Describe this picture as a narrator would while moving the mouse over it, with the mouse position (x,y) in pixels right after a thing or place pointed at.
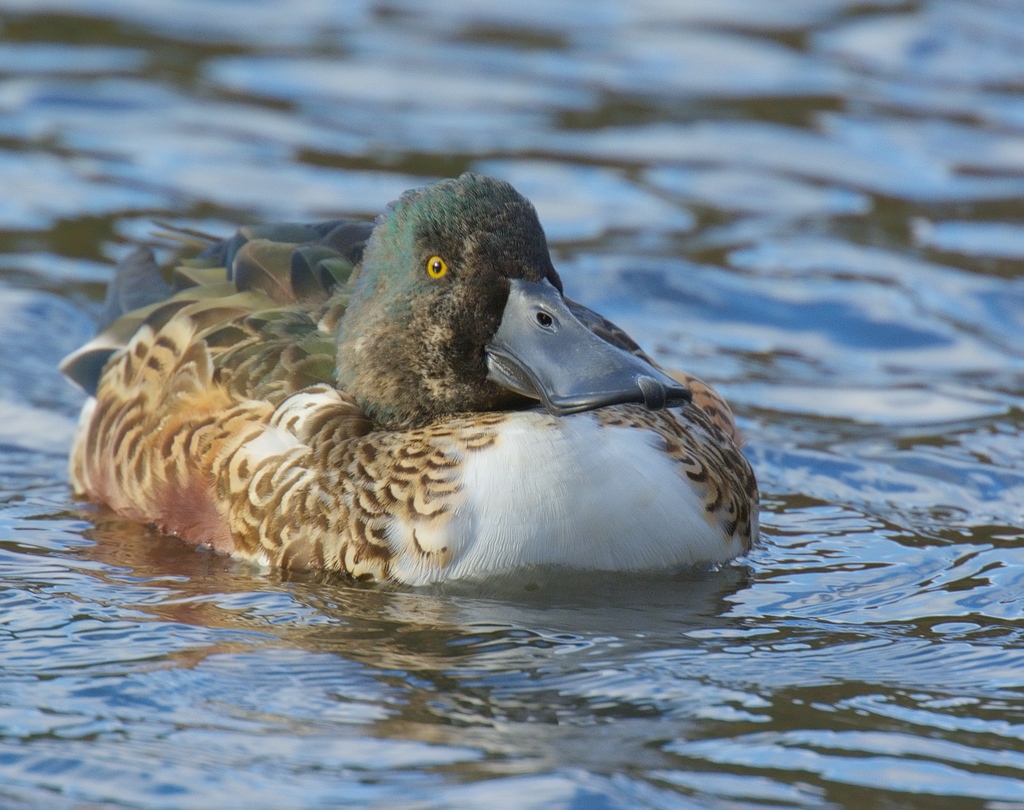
In this picture there is water (781,739). In the center of the picture (545,294) there is a duck (444,422).
